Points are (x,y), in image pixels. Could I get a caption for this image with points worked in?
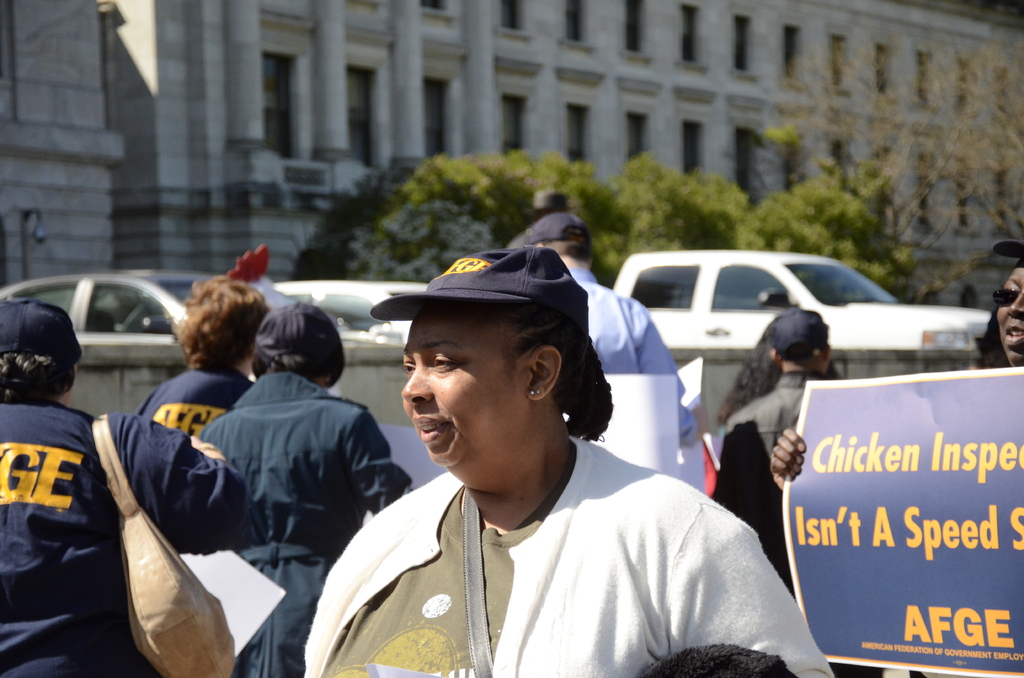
This picture describes about group of people (600,407), few people (552,318) wore caps (477,279) and few people (641,365) holding placards (869,455), in the background (113,304) we can see few cars (809,287), trees (645,194) and buildings (345,168).
